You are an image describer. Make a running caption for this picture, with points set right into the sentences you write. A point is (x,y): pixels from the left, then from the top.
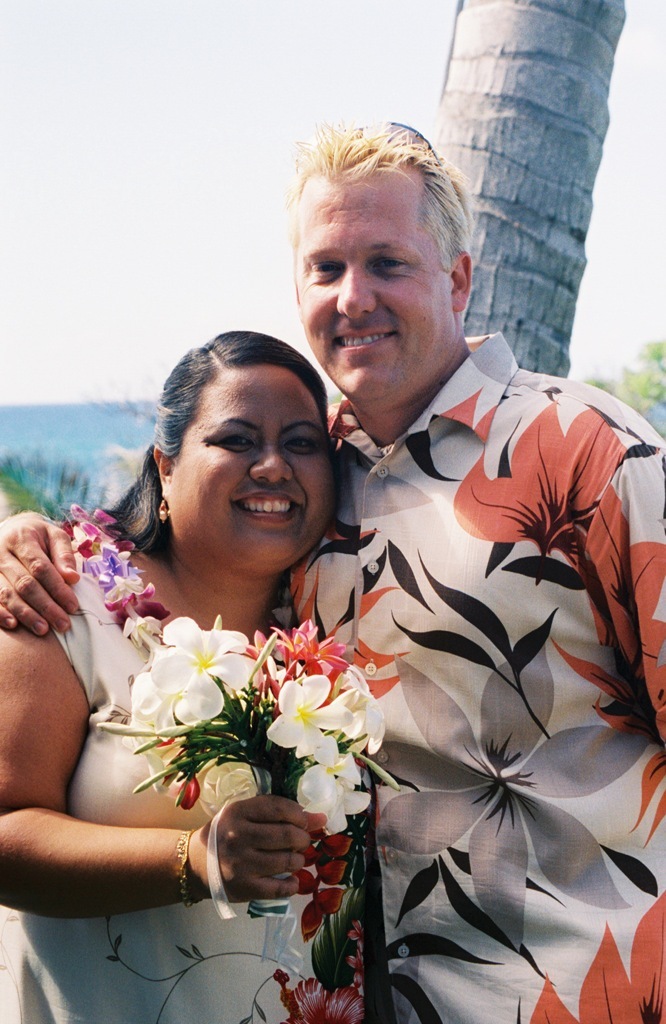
In this image there is a woman (261,815) holding few flowers (287,765) in her hand (279,806). Beside there is a person (506,666) wearing a shirt (461,596). Behind them there is a tree trunk (543,261). Background (47,485) there is water (75,461) and few trees (60,487). Top of image (289,250) there is sky (135,268).
